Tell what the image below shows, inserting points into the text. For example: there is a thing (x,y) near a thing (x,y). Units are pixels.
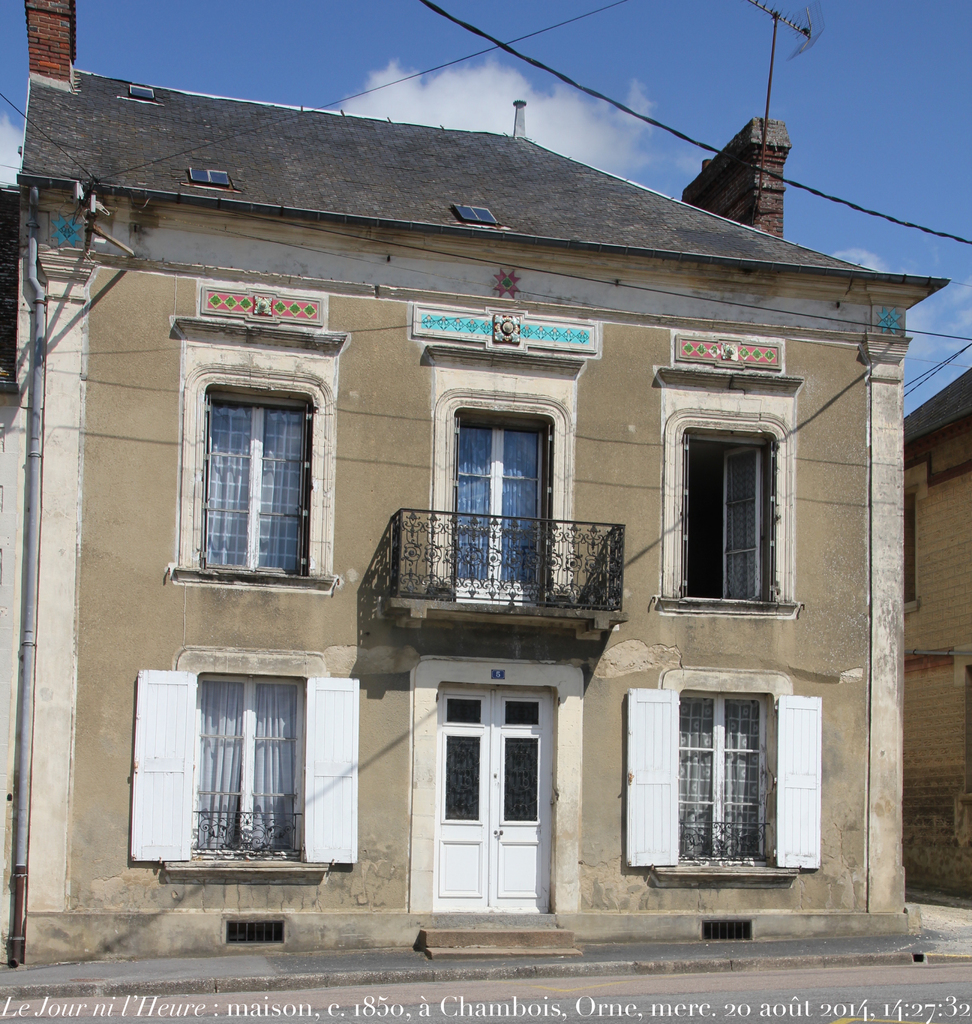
In this image we can see two houses (668,748), some curtains (708,769), some text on the bottom of the image (218,1008), some wires (75,163), one pipe (37,349) attached to the house wall (14,662), one antenna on the top of the house (742,217), one object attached to the house wall (43,224) and at the top (12,112) there is the cloudy sky (865,177).
